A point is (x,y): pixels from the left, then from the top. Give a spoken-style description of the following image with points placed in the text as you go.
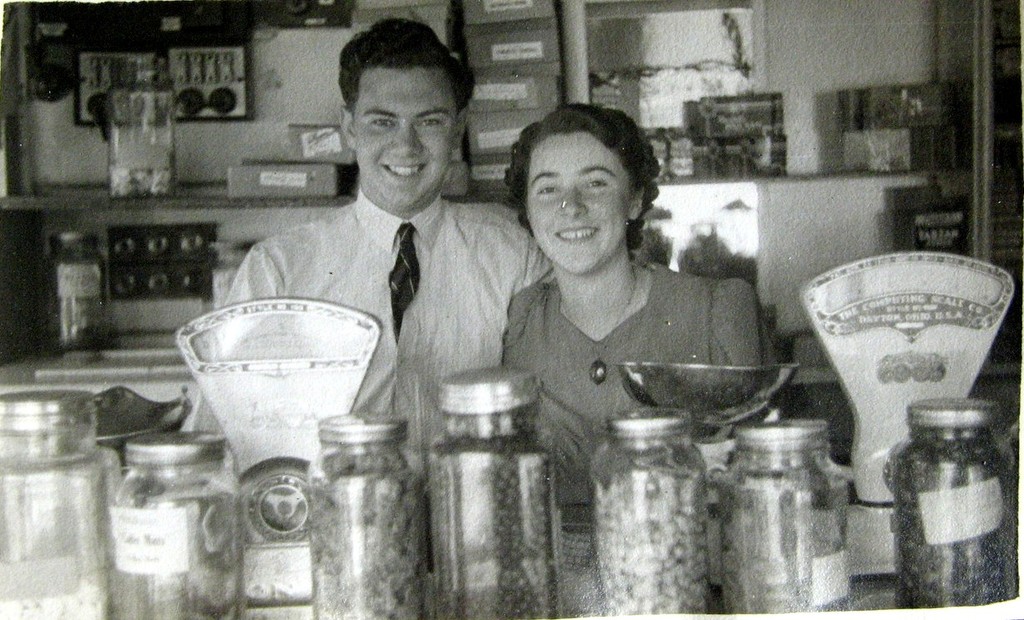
In the image it is a black and white picture, there are two people (390,239) standing inside a store (172,344) and in front of them there are many bottles (400,526) filled with some grocery items (374,476) and there are also two weighing machines (663,387), behind these two people (307,265) there are few electronic tools (247,102) and also some other materials (492,90).
